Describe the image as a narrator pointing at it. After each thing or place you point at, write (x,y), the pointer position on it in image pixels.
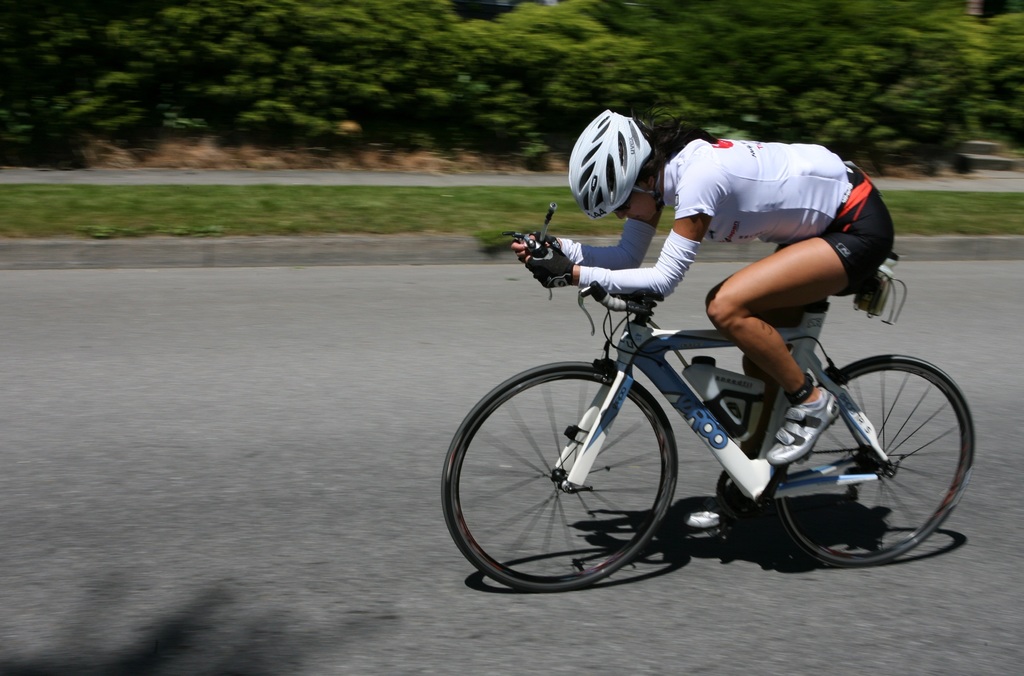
In this picture there is a girl (688,142) on the right side of the image (753,217), she is cycling and there is greenery (322,99) in the background area of the image (585,125).
